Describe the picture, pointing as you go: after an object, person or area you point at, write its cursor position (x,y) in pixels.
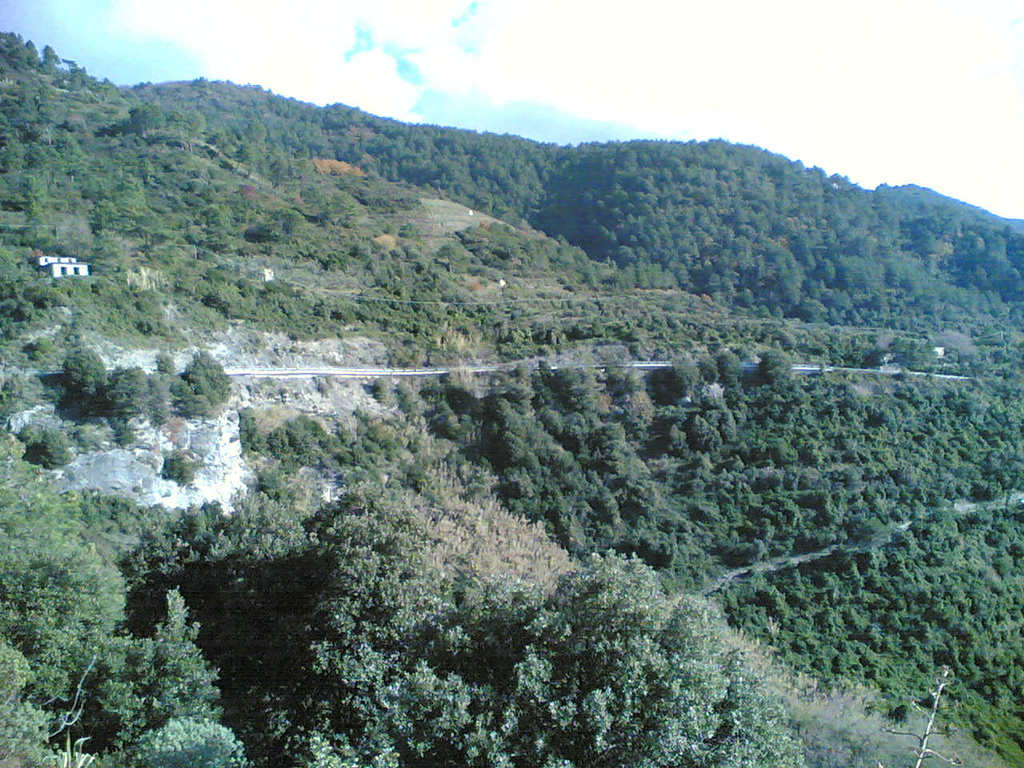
In this image we can see many hills (566,398). There are many trees (609,524) and plants (718,494) in the image. There is a house (64,273) in the image. There is a road (346,370) in the image. There is a blue and a slightly cloudy sky (692,98) in the image.
